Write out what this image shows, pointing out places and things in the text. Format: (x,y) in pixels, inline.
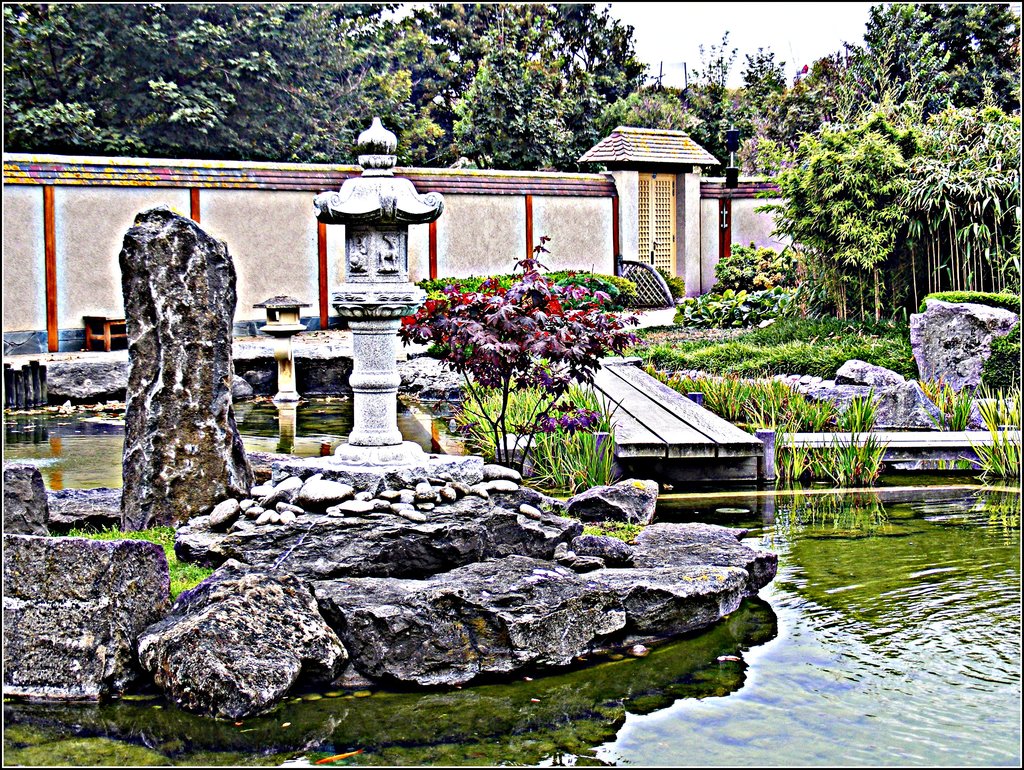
In this image we can see stone sculptures (139,462) placed in a pond (517,740). In the background (653,200) we can see a wall (706,201), door (666,200), group of trees (143,67) and sky (728,26).
